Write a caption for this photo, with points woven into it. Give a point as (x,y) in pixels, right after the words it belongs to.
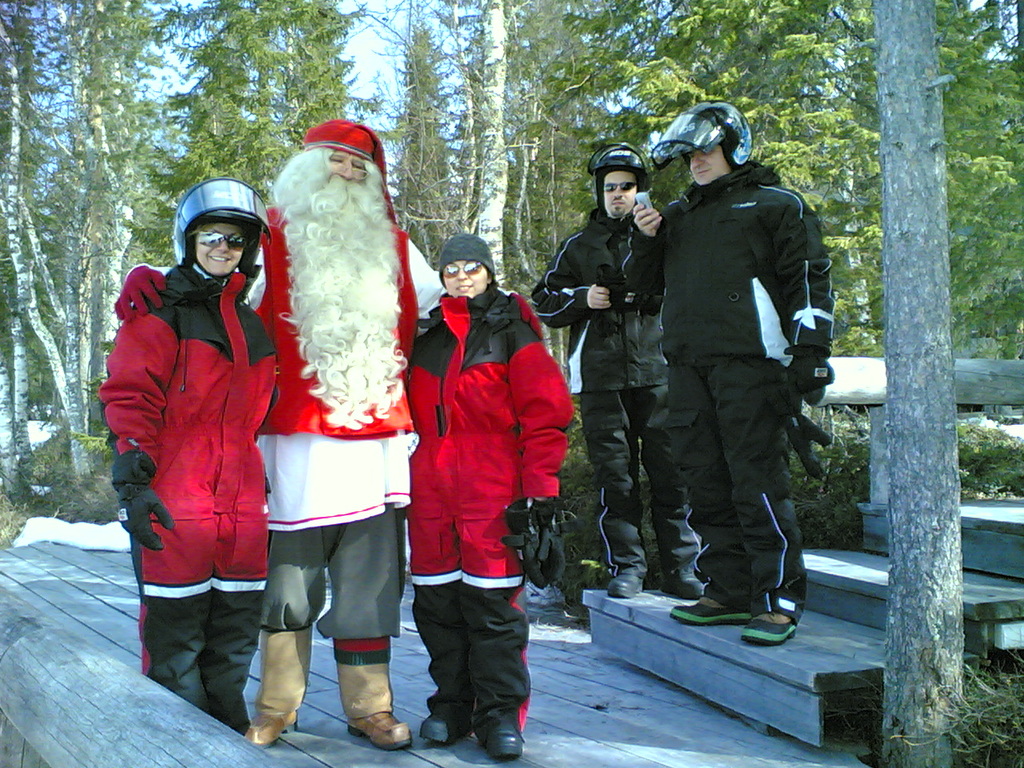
In this picture we can see a group of people (429,430) and a man (285,431) in the fancy dress (329,410). Behind the people (657,388) there are trees (103,236) and a sky (376,68).
